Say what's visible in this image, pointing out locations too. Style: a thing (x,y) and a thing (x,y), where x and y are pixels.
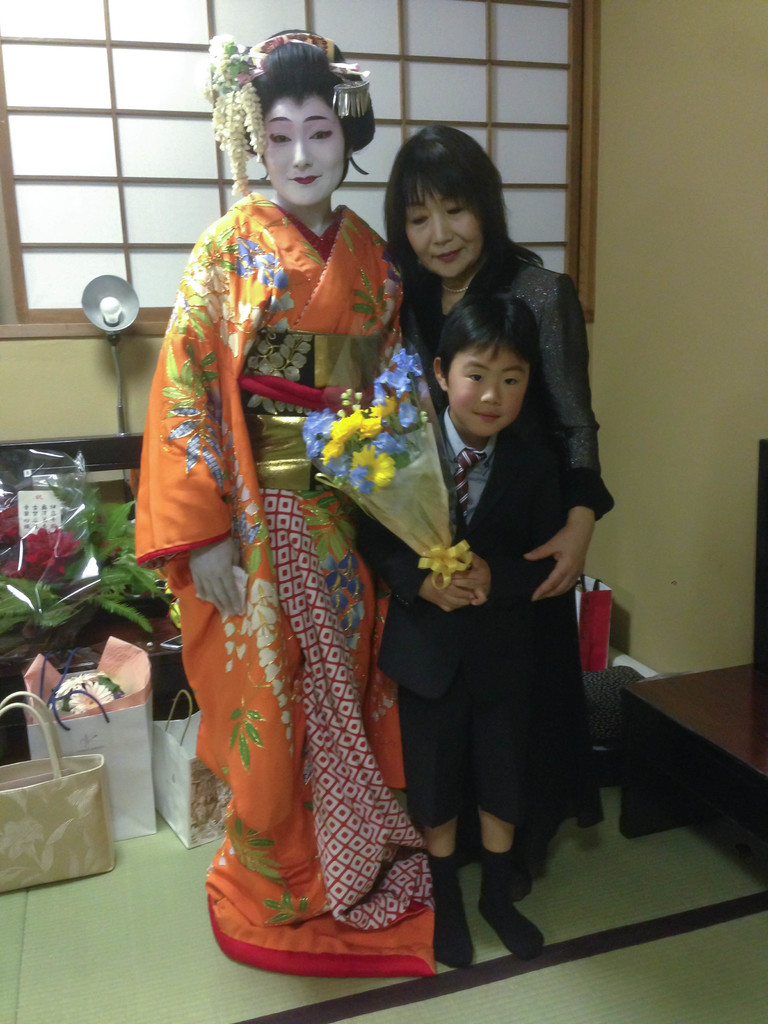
In this picture we can see three people (496,583) smiling and standing on the floor (541,1000), flower bouquet (307,435), bags (131,740), table (687,718), leaves (110,527), lamp (109,315), window (148,243), wall (714,305) and some objects (760,631) and a woman (346,827) wore a costume (287,337).
